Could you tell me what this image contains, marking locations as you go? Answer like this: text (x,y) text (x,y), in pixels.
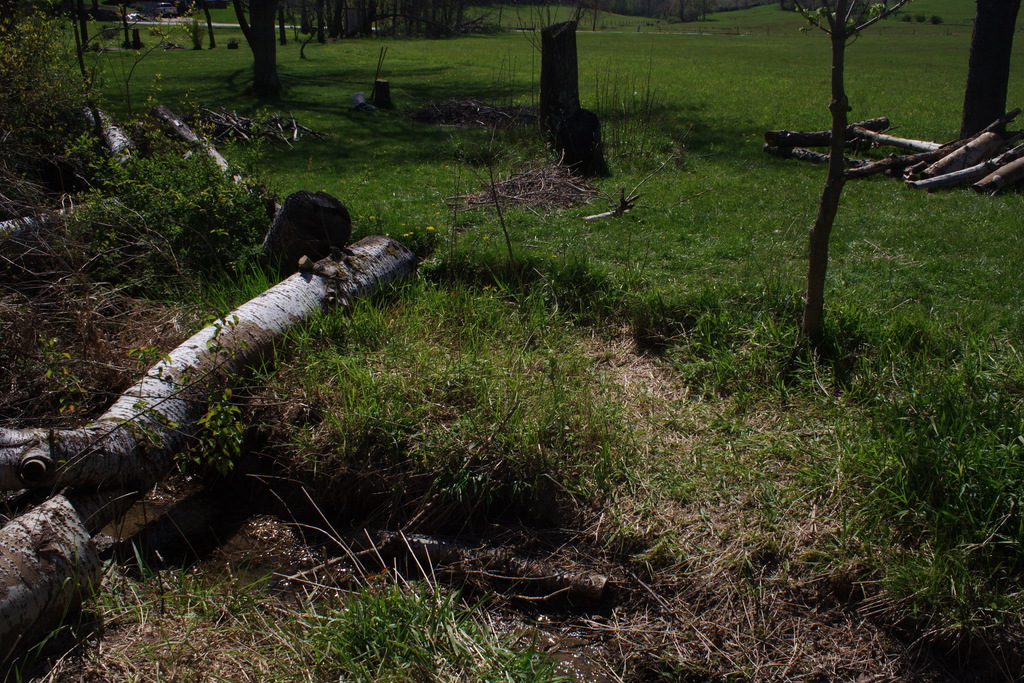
This is grass (744,330). There are plants (29,366) and trees (682,2).
